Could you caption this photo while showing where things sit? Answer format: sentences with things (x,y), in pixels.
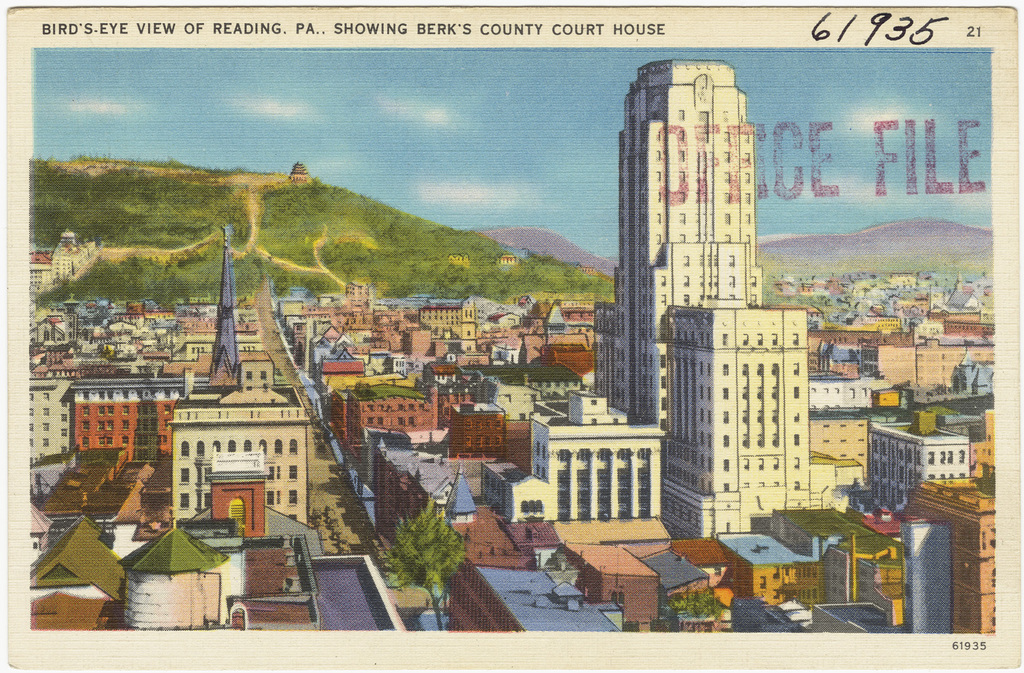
In this image we can see an image of a paper (535,347). In the paper (579,359), we can see a painting (241,509) of a group of buildings (425,441). Behind the buildings (431,431) we can see mountains (509,246). At the top (486,146) we can see the sky (403,165). At the top of the image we can see some text (102,30).
